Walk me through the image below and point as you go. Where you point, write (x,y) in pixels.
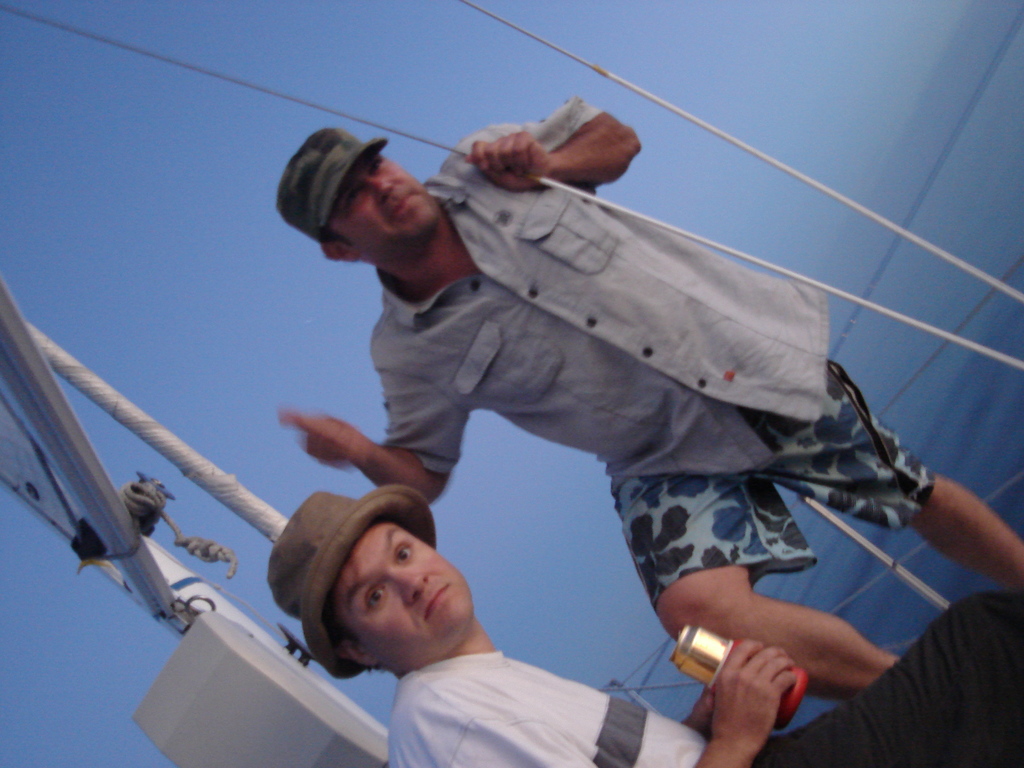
In this picture there is a person (515,732) wearing white T-shirt (548,725) is sitting and there are few objects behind him and there is another person (677,440) standing beside him and there is water (927,286) in the background (913,275).
